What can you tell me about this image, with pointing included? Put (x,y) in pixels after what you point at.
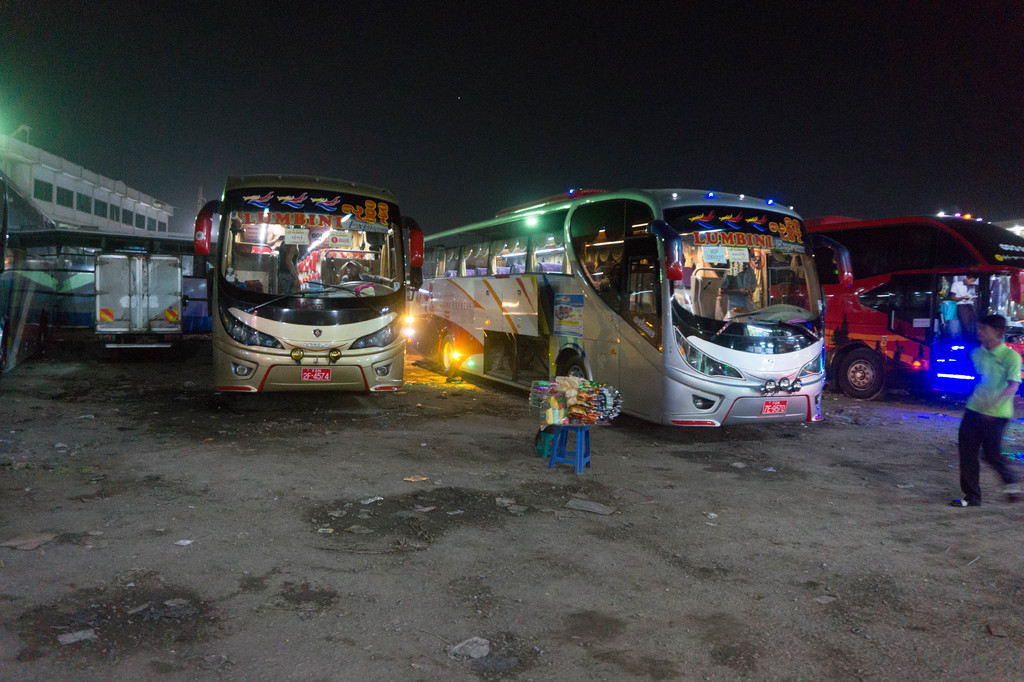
In this image I can see few buses (485,308) on the road (396,481). They are in different color. We can see few packets (574,402) on the blue color stool (585,441). I can see person (984,372) standing. Back Side I can see building (100,194) and windows (60,187).
